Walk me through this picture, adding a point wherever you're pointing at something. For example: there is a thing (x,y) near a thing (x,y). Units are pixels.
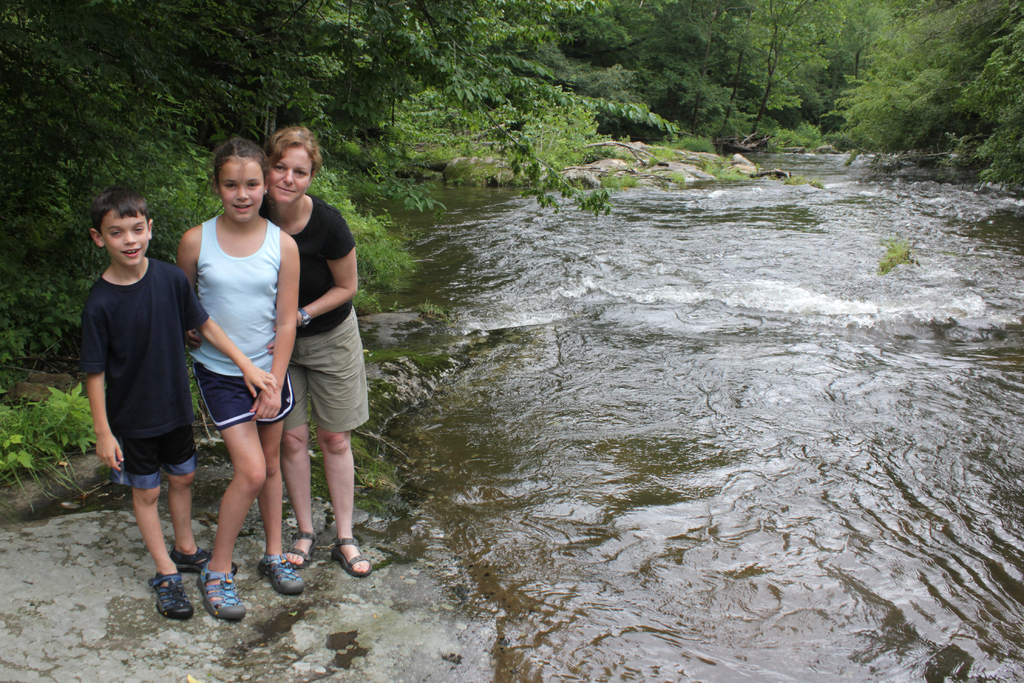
Bottom left side of the image (328,459) three persons (302,161) standing and smiling. Behind them there are some trees (455,7). Bottom right side of the image (1014,622) there is water (647,193) and there are some stones (488,163) and trees (981,134).
